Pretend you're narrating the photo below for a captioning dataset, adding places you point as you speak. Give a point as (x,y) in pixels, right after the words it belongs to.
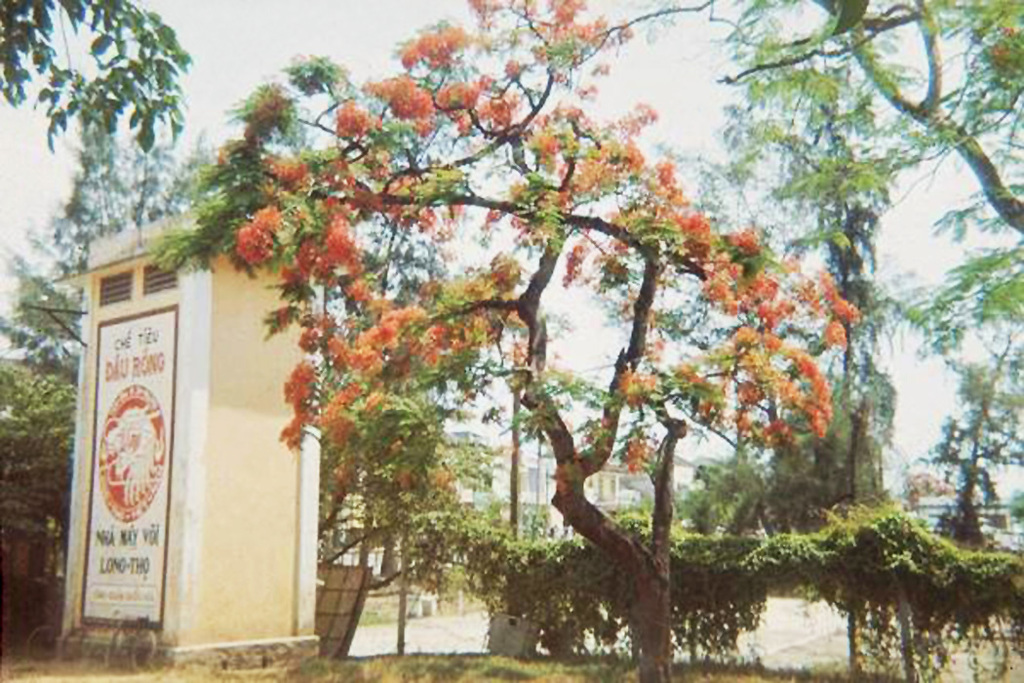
In this image we can see a house (315,509) with windows (130,292), some text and a picture (125,490) on a wall (184,557). We can also see a tree (636,584) with some flowers (744,420). On the backside (573,660) we can see some grass (588,665), plants (694,592), trees (964,526), a building (594,492) and the sky (22,238) which looks cloudy.
